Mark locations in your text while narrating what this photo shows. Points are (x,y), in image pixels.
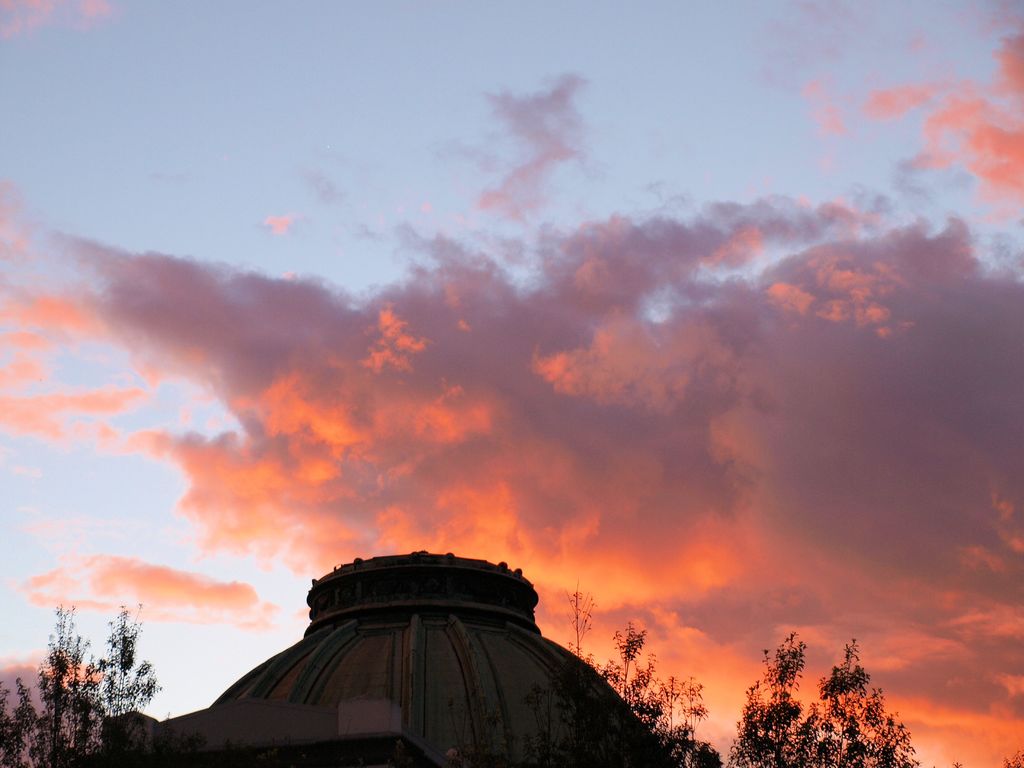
In this picture I can see trees (608,760) and a blue cloudy sky (698,480) and It looks like a monument (428,676).
